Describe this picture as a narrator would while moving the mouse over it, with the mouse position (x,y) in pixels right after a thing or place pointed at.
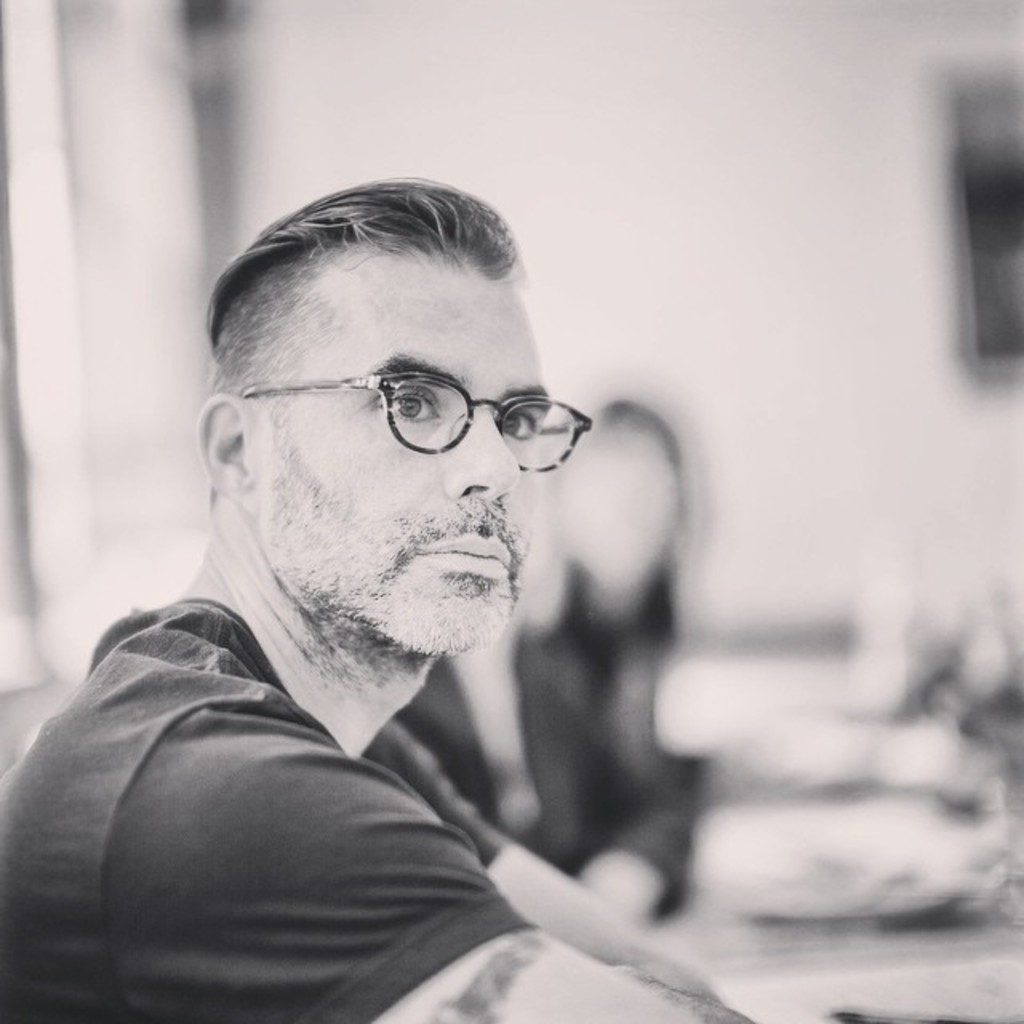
This is a black and white picture we can see people (427,464) are sitting, among them one is wearing spectacles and the background (5,632) is blurred.
